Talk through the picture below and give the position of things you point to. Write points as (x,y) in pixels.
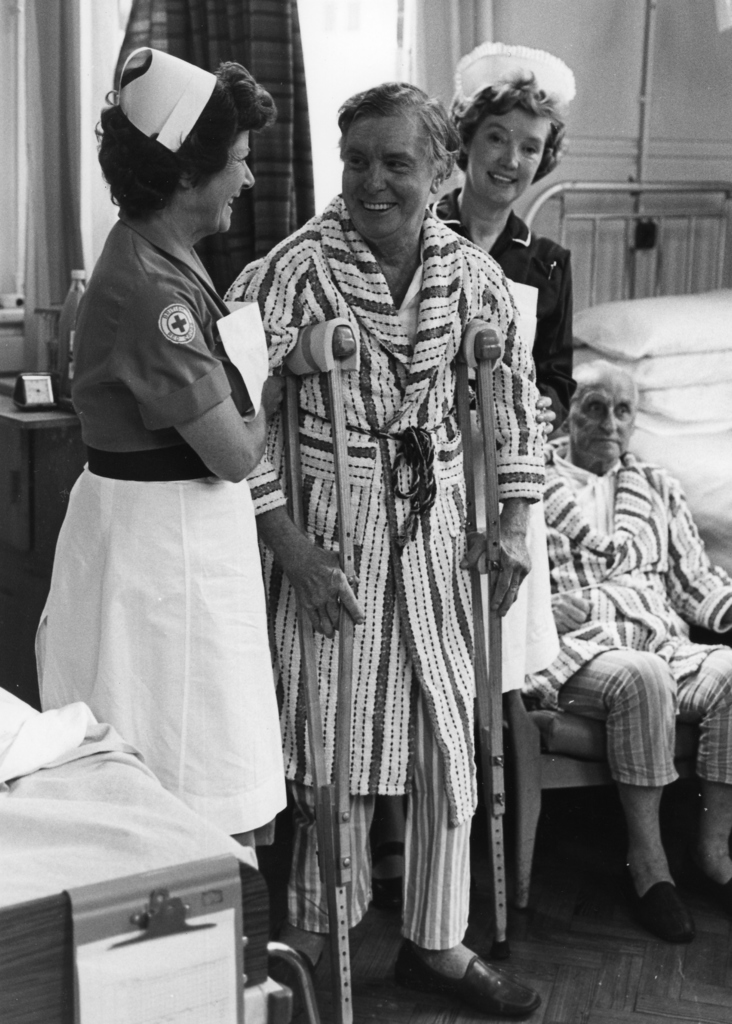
In this image in the foreground (348,954) one person (294,750) is standing with the help of crutch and two woman (281,389), one on the left side (238,455) and another on the right side (505,221) holding him.
